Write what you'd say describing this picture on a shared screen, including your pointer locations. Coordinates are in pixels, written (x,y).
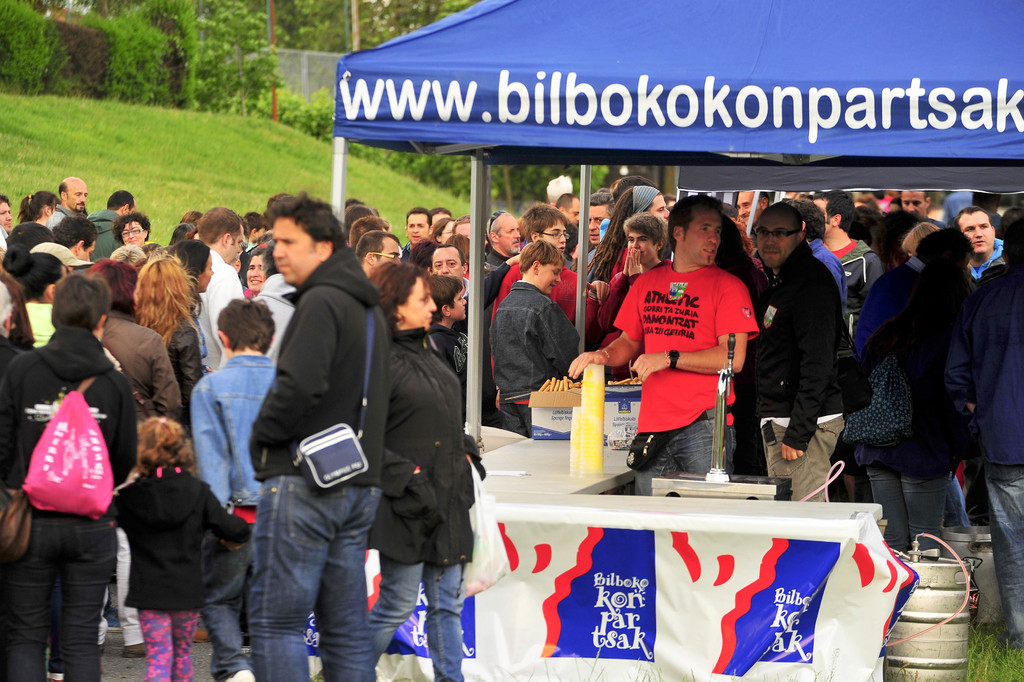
In this image there are persons (315,330) standing and walking. In the center (613,289) there is a tent (532,89) with some text (561,92) written on it and under the tent (806,141) there are persons (739,334) standing. In the background (168,48) there are trees (234,54) and there's grass (163,163) on the ground (188,161).
